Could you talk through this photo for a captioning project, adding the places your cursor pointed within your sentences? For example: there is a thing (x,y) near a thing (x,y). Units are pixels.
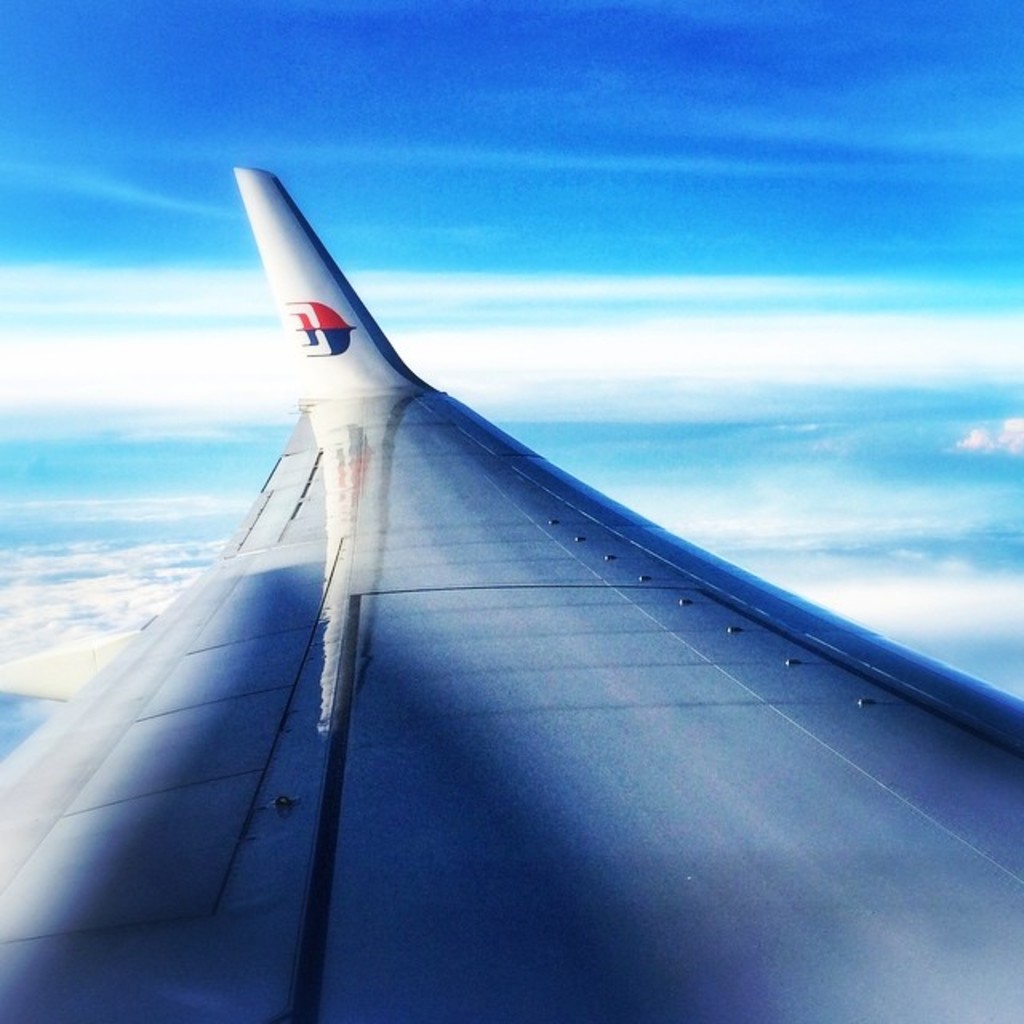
In the image there is a part of an aeroplane (401,707) and around the aeroplane (452,492) there are clouds (184,345) and sky (26,471).
